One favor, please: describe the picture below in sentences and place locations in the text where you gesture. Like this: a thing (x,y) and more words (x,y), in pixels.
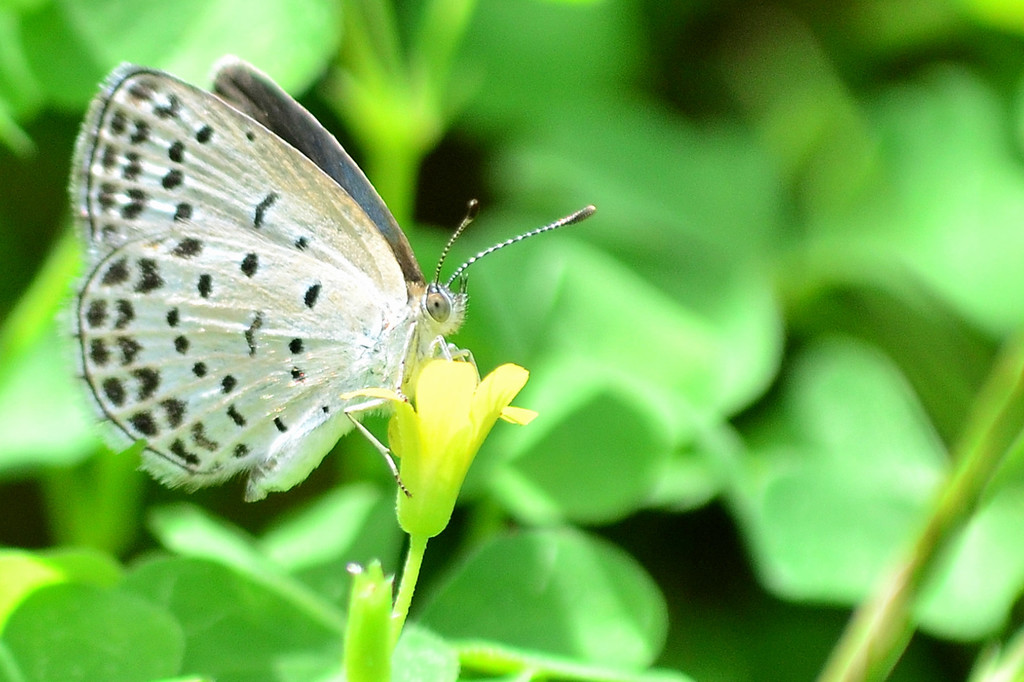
In this image we can see the butterfly (169,236) on the flower (449,496). And we can see the green background (758,442).
